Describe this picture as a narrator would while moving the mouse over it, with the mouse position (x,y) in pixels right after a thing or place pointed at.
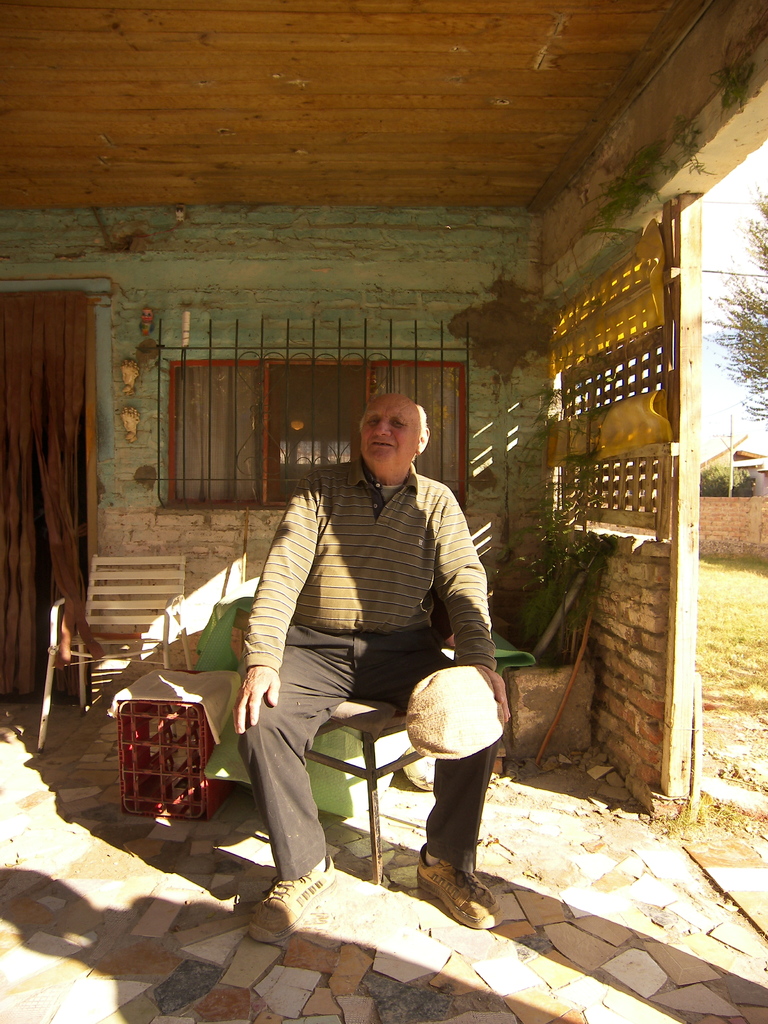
In the image there is an old man (302,530) in grey t-shirt (347,574) sitting on chair (365,753) on a porch (345,928), behind him there is a window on the wall (399,307) with a door (38,343) on the left side (51,436), on the right side (745,605) there is a garden (734,611) with a wall (729,528) and tree (766,251) in front of it and above its sky (730,194).
